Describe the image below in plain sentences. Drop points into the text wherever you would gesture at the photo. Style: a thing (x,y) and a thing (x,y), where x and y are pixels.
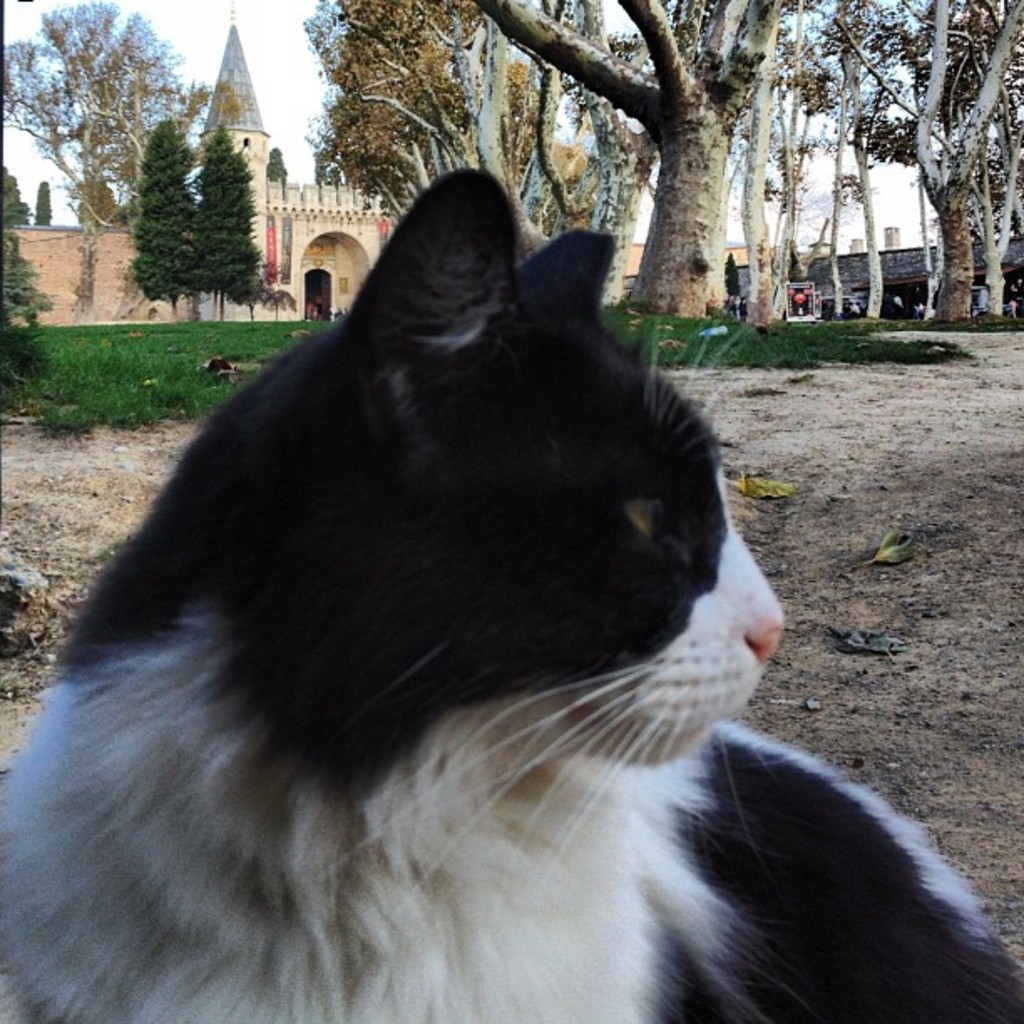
In this image I can see a cat (297,555) which is in white and black color. Background (296,201) I can see trees (9,288) in green color, a building (310,208) in cream color and sky (300,87) in white color.
